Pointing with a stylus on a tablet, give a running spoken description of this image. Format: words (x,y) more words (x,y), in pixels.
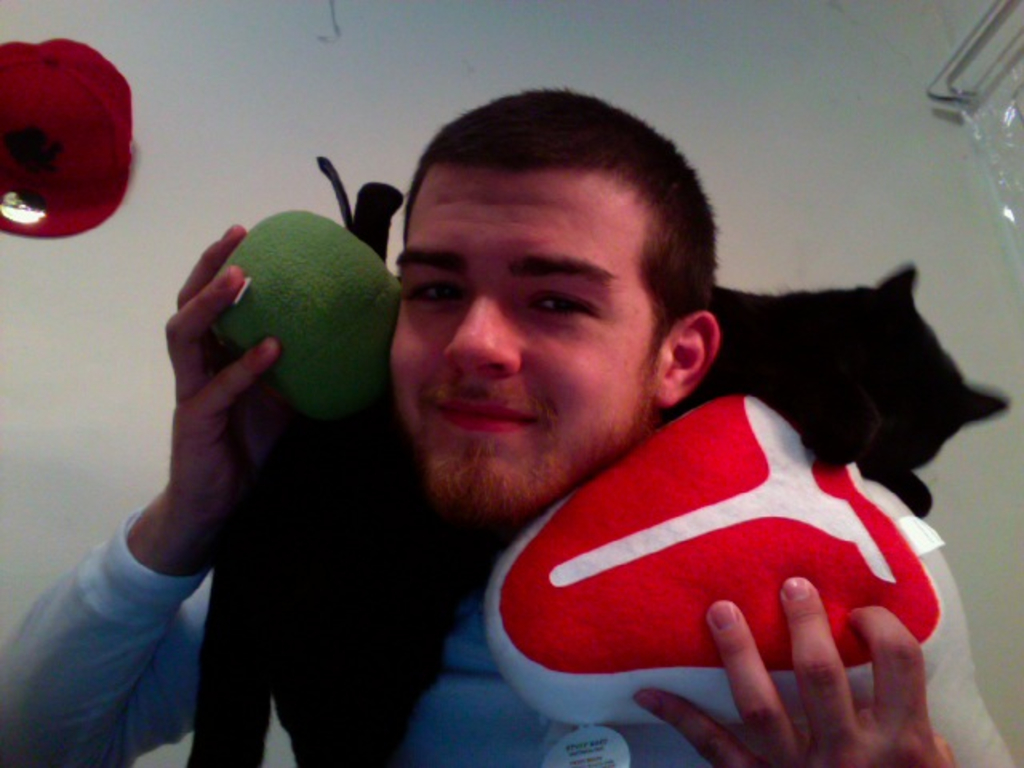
As we can see in the image there is a man (478,483), black color cat (301,538) and white color wall (125,300).
